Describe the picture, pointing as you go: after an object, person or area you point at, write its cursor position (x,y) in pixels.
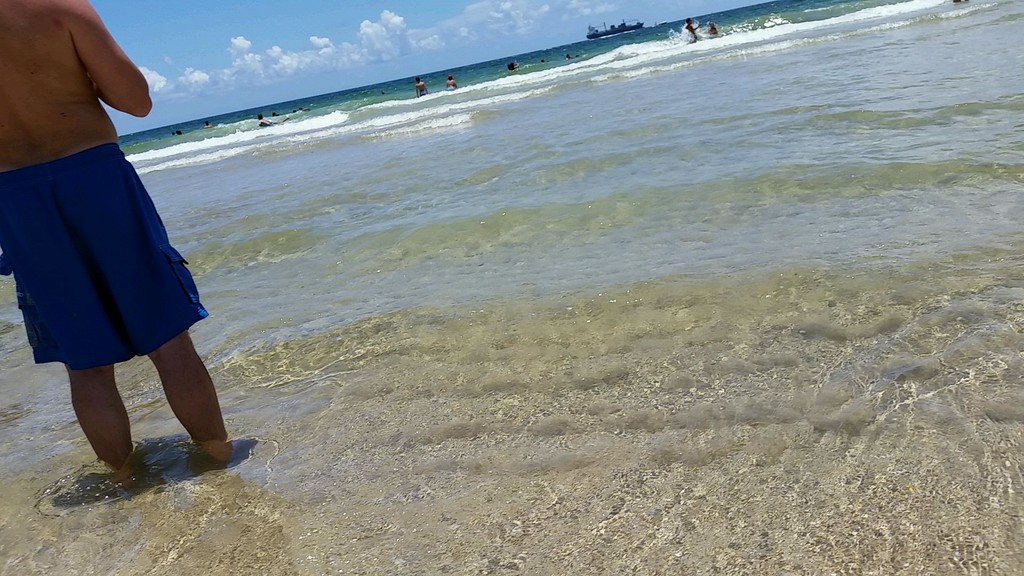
In this image there is a person (202,408) standing in the water (251,343), and there are group of people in the water (780,25), a boat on the water (426,156), and in the background (451,51) there is sky (147,62).
